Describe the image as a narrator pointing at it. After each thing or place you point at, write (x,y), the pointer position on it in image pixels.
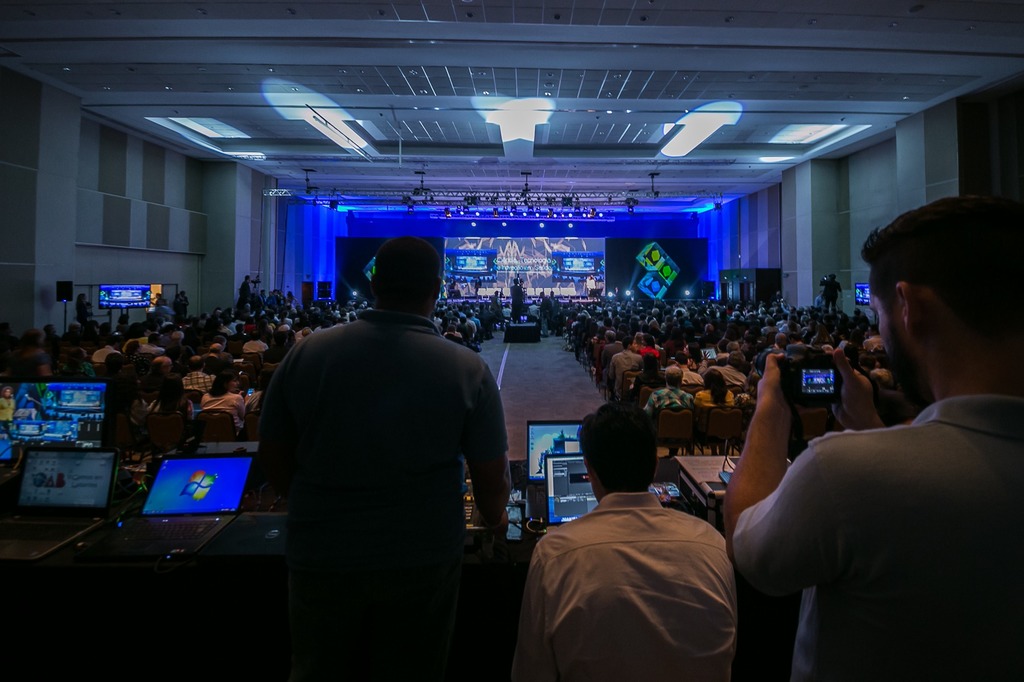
In this image there are three persons (571,569) in the bottom of this image (414,524) and there are some laptops (139,525) kept on a table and there is a screen (498,274) in middle of this image (528,256) and there are some persons (200,321) sitting on the chairs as we can see in middle of this image (662,409). There is a wall (842,248) in the background (842,248), There are some lights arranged on the top of this image (360,141).
